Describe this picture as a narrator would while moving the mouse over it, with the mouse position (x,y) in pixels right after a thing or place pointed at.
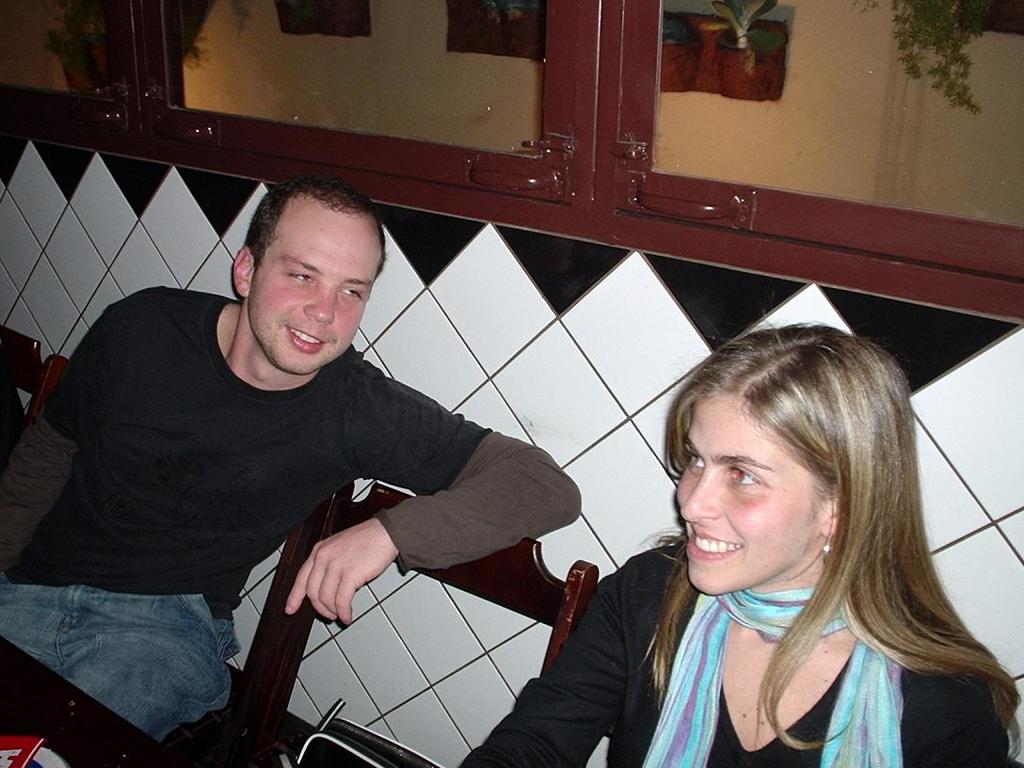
In this picture there are two people (351,390) sitting on chairs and smiling. We can see objects (25,760) on the platform (56,702). In the background of the image (276,160) we can see glass windows (478,93), through these glass windows (485,109) we can see house plants (674,35) and wall (298,72).
